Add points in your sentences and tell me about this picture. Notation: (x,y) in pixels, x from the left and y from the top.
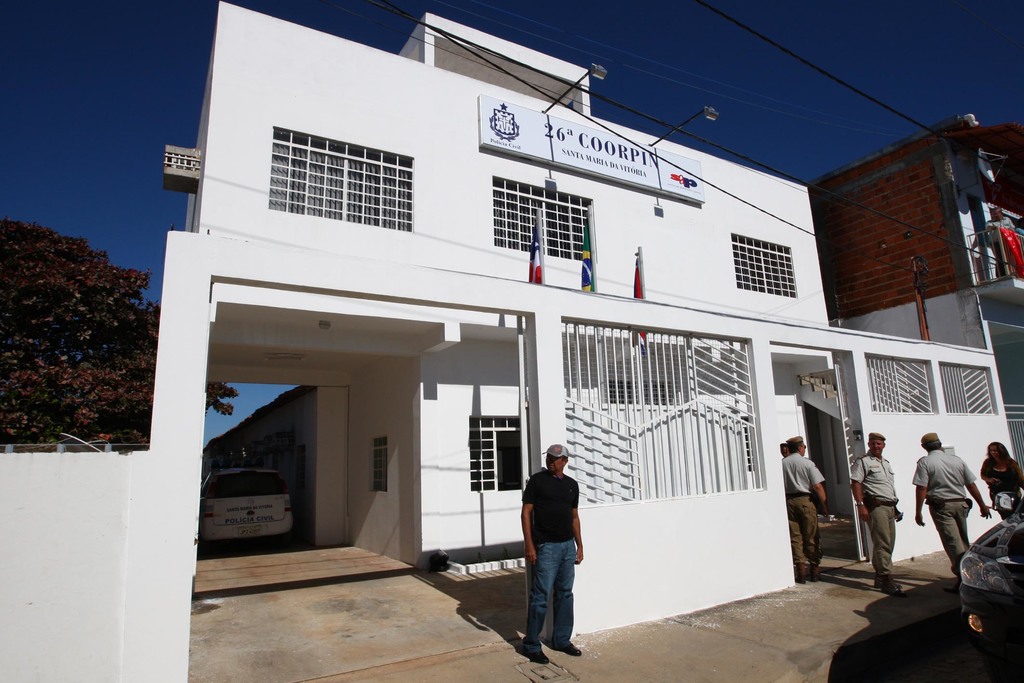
This picture describes about group of people (572,558), few are standing and few are walking, beside to them we can see a car (988,553), in the background (912,520) we can find few buildings (838,332), hoarding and lights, and also we can see a tree (122,345).
